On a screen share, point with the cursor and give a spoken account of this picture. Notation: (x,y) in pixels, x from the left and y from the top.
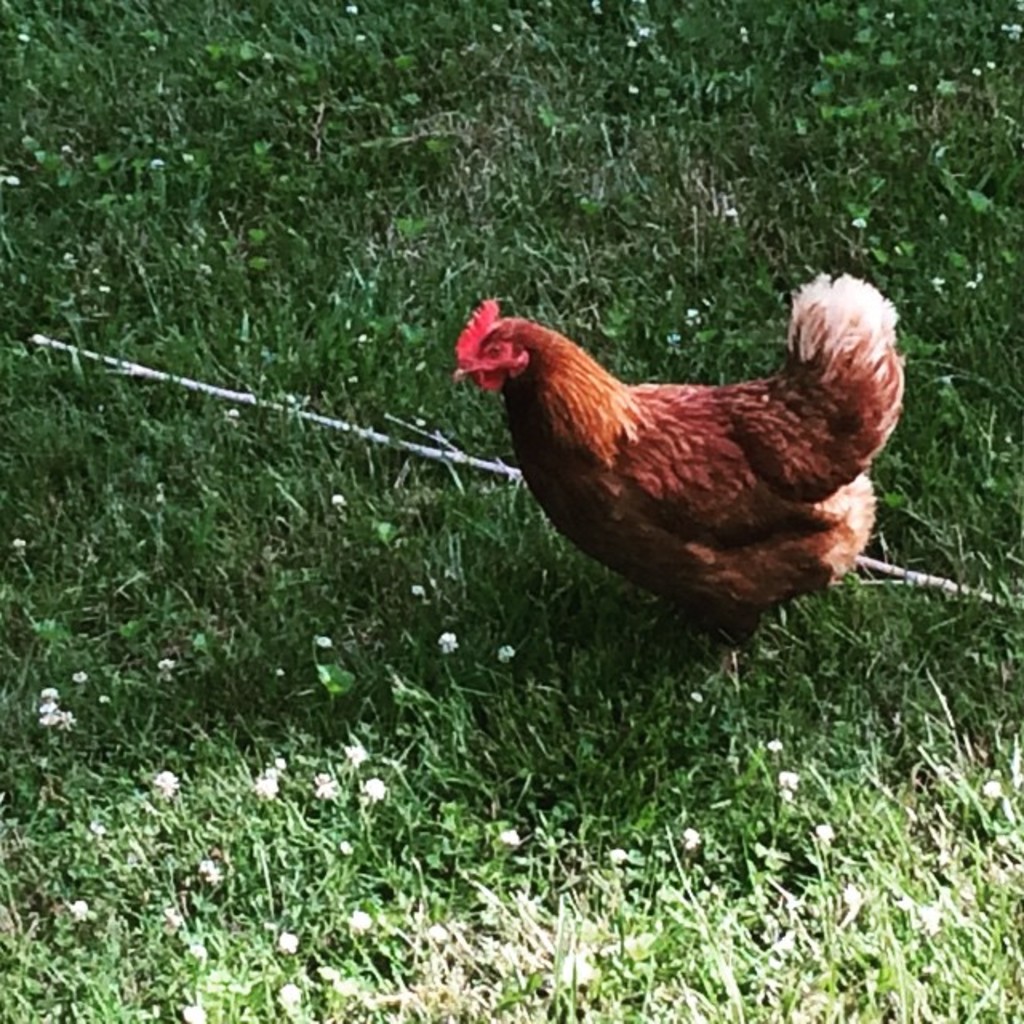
In this given picture, We can see a garden (731,742), a tiny white color flowers (320,782) after that, We can see a hen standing next, We can see a stick (60,341), few leaves (926,367).
